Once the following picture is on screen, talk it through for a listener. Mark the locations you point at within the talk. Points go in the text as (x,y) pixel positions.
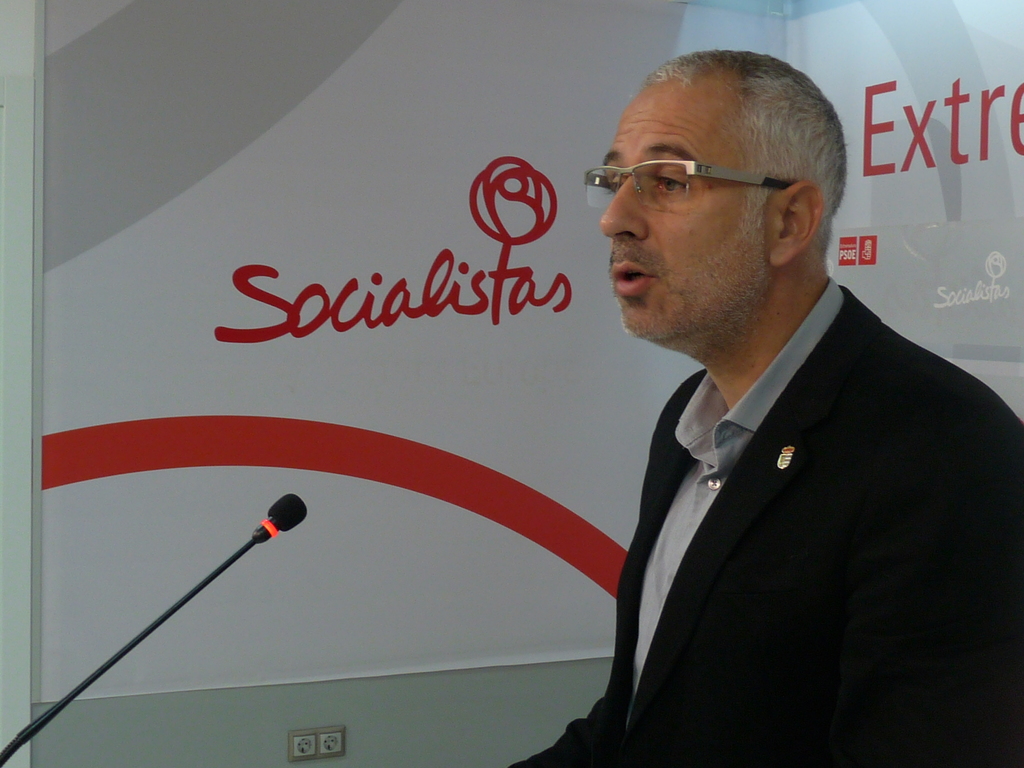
In this image I can see a man (810,195) on the right side (789,144). I can see he is wearing a black blazer (743,499), a shirt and a specs (680,199). On the left side of the image (8,751) I can see a mic (207,584). In the background (590,19) I can see two boards (487,192) and on it I can see something is written. On the bottom side of the image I can see few things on the wall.
